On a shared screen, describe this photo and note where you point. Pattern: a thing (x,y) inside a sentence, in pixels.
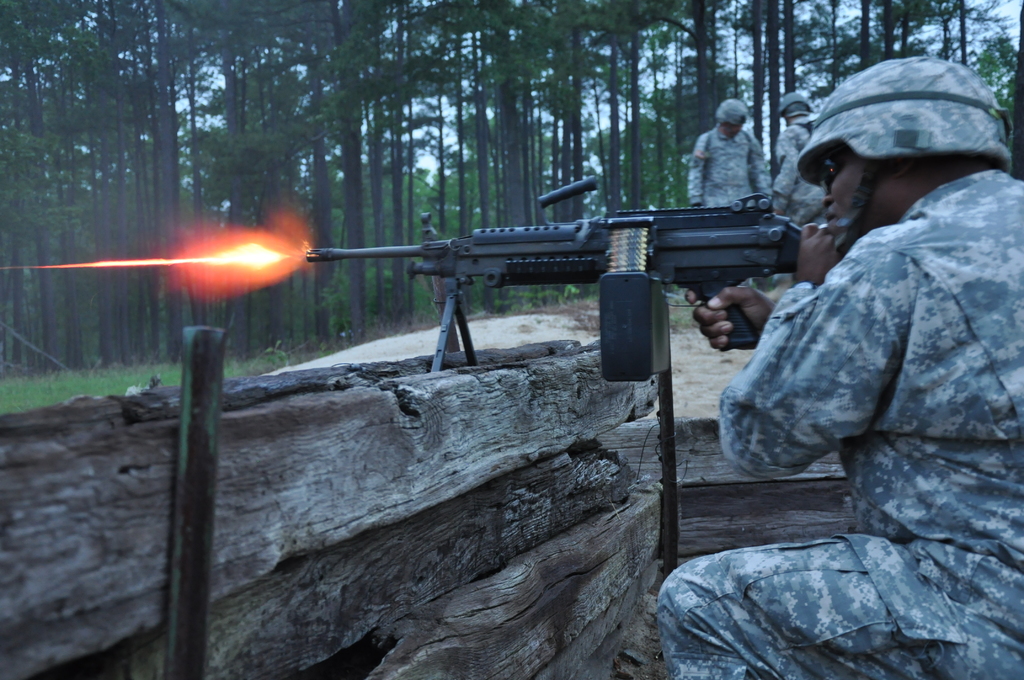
In this image we can see a person (862,275) using a weapon (645,255). He is wearing a helmet (926,128). In the background of the image (350,70) there are trees (625,137). There are people (728,144) standing. To the left side of the image (65,661) there is wooden wall (498,426).
